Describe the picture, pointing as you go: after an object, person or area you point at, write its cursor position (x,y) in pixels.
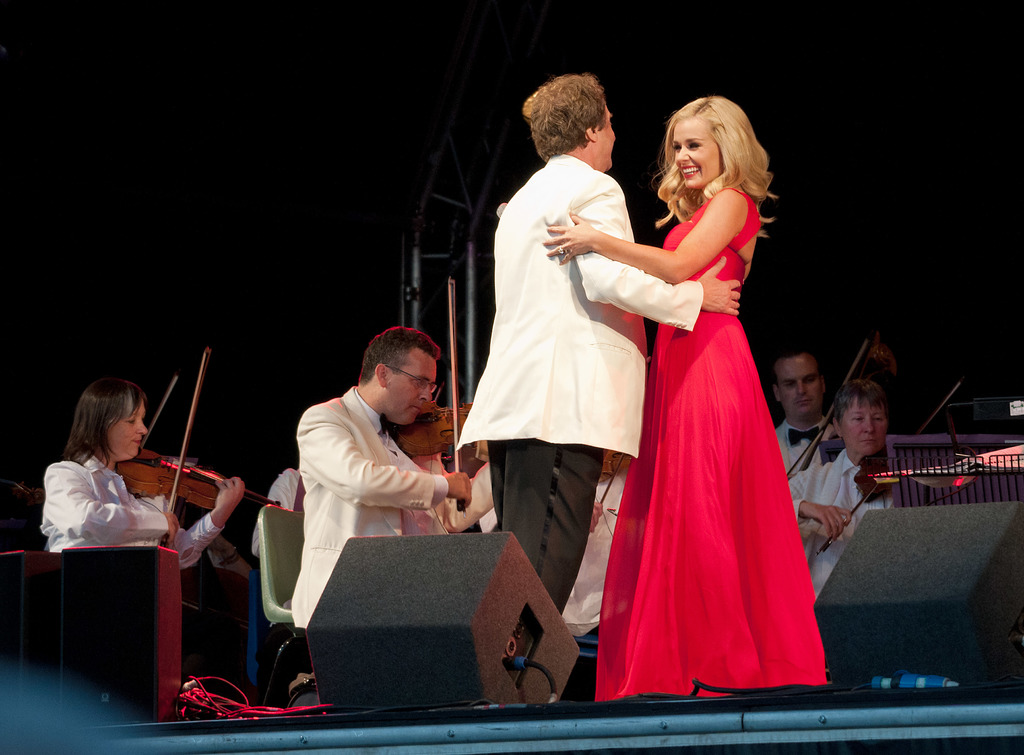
In this image there are group of people (314,473) playing a violin (199,483). In front (682,155) there is a woman (723,139) wearing a red dress (740,537) and smiling.
